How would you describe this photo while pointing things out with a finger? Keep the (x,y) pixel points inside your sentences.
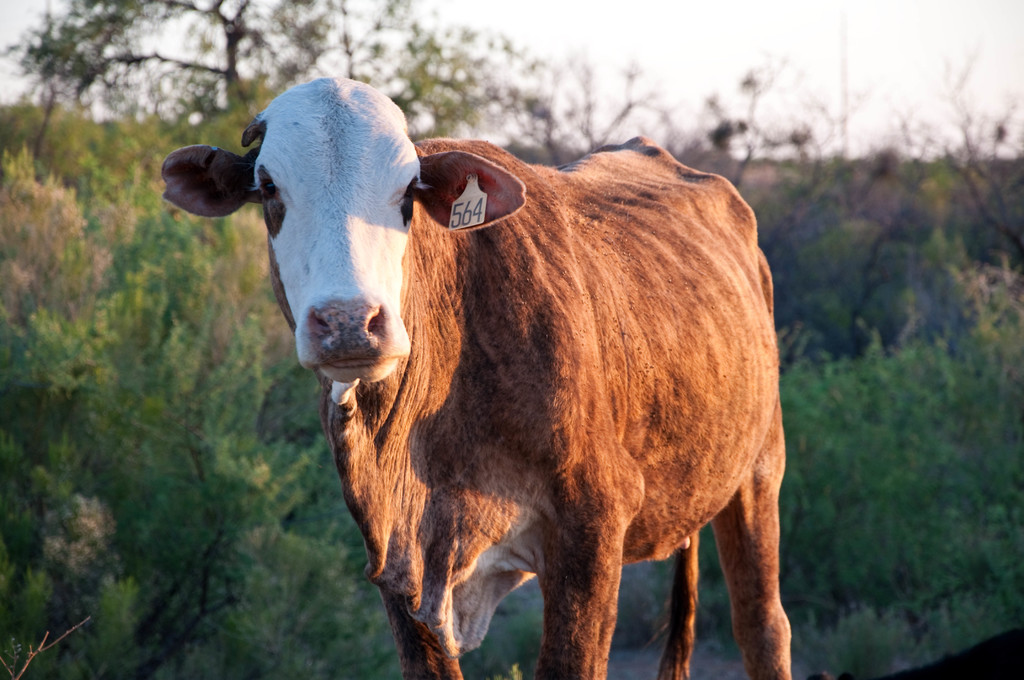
In this image I can see an animal (531,271) which is in white and brown color. And I can see the badge (457,212) to the animal (435,207). In the background (174,68) there are many trees (484,91) and the white sky (612,120).
